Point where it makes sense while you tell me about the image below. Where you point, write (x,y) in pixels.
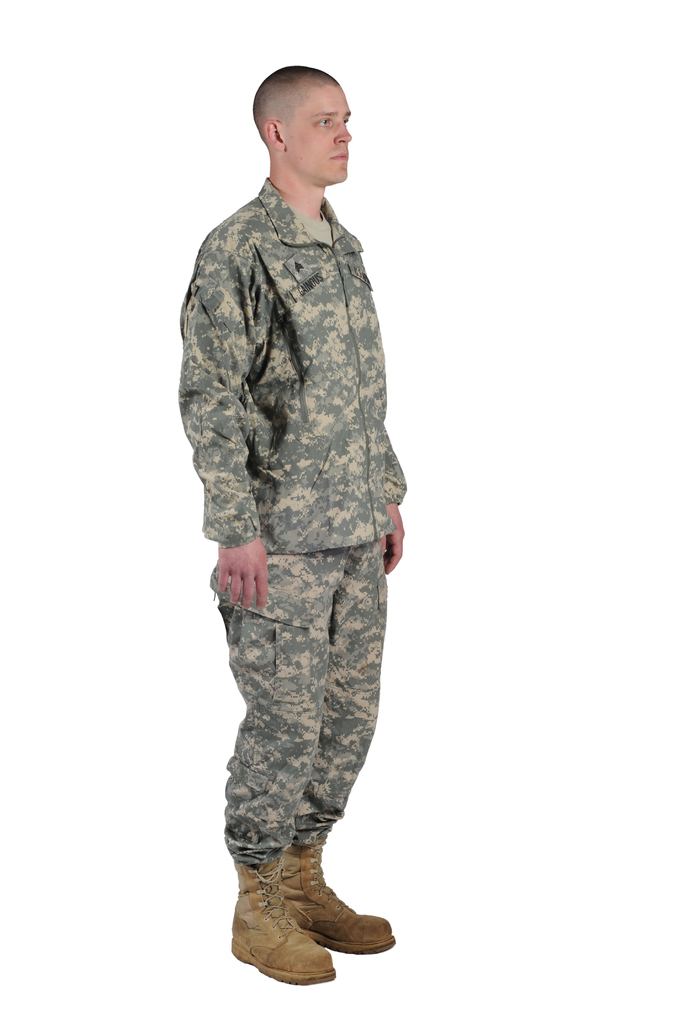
In this image we can see the person (264,423) standing and there is the white background (123,128).
